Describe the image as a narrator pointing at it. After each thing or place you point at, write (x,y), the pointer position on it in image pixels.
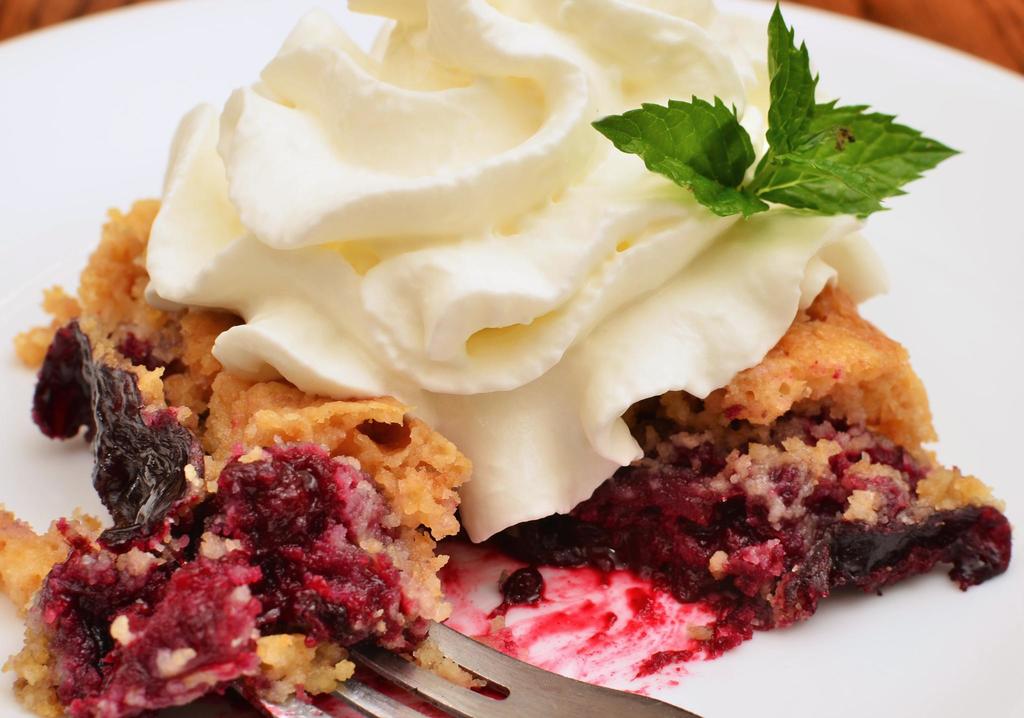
In this picture I can see a white plate (48,180) and I can see different types of food (528,385), which is of cream, red, white and green color.
